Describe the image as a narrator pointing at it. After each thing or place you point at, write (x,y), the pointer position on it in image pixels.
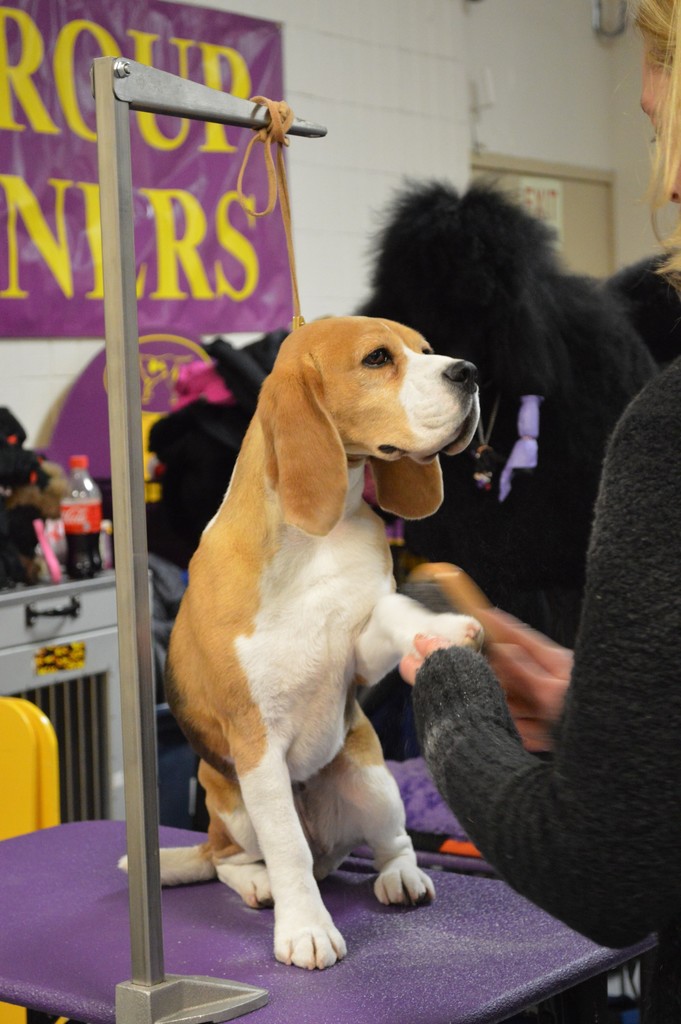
In the center of the image (329,528) we can see a dog (284,551) on the table (221,933). On the right (602,903) there is a person (575,794) cleaning the dog (407,605). In the background (376,140) there is a wall (502,136) we can see a banner (45,323). On the left (101,584) there is a table (70,600) and there is a bottle (87,575) placed on the table (89,756).
